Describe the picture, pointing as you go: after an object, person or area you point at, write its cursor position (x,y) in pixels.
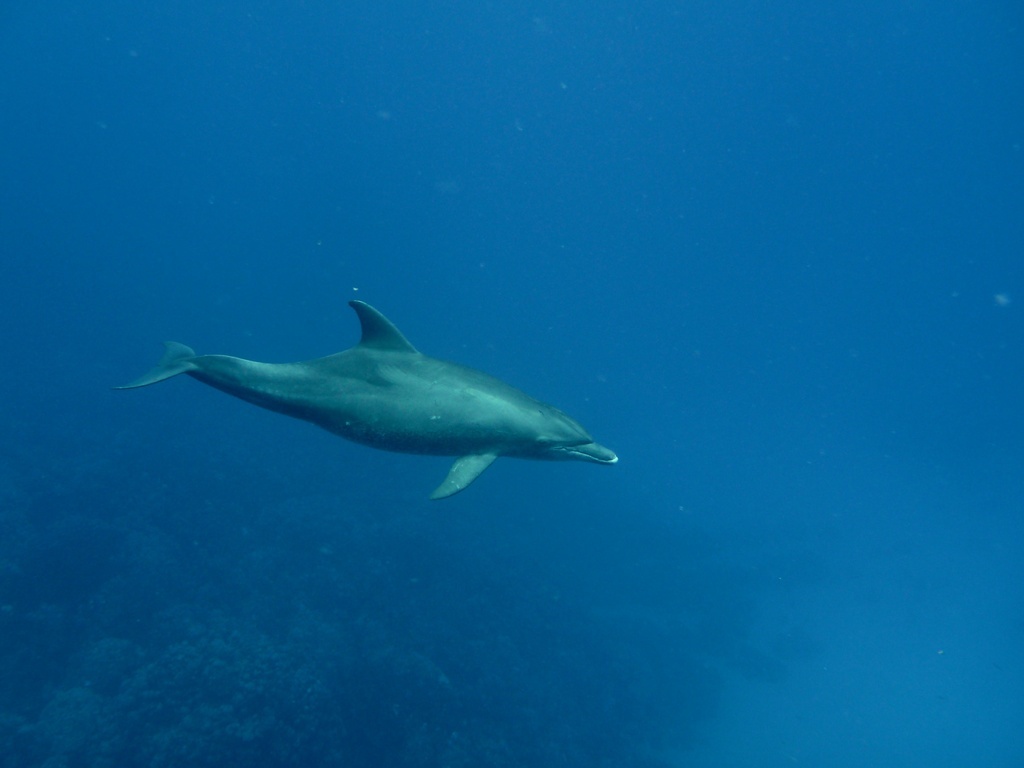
In this picture I can see there is a dolphin (552,429) in the water (742,520) and there are plants (358,681) here on to left (293,622).
